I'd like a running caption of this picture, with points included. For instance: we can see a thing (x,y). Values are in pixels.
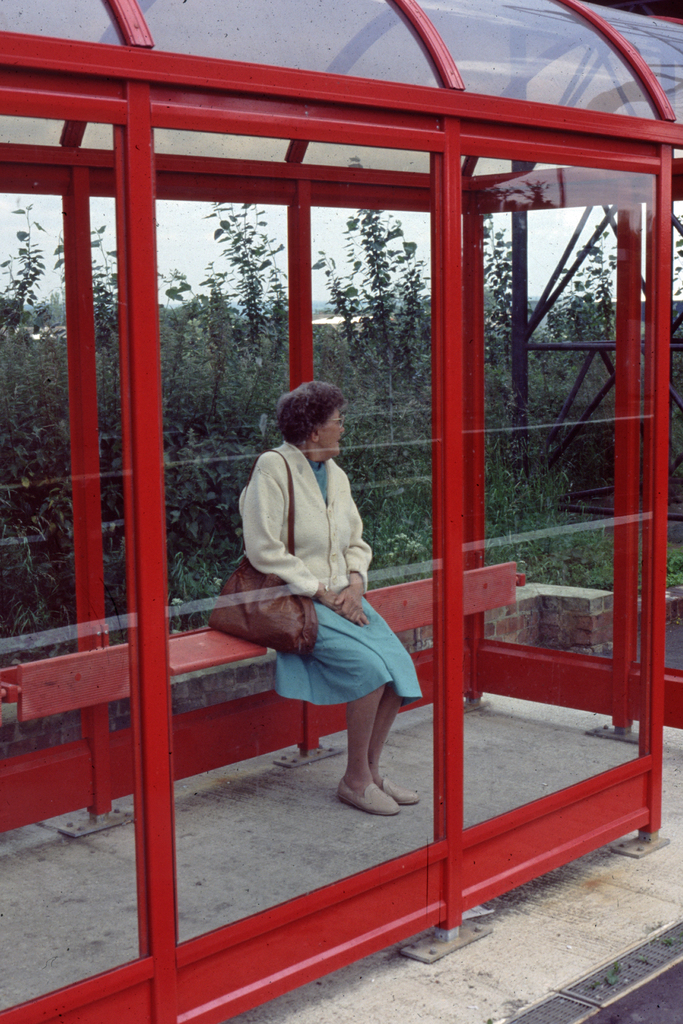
In this picture there is a woman (305,574) sitting on the bench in the bus bay (505,539). At the back (9,488) there are trees (30,433). At the top (234,223) there is sky (234,223). At the bottom (671,999) there is a road (649,1014) and there is grass (602,548).
